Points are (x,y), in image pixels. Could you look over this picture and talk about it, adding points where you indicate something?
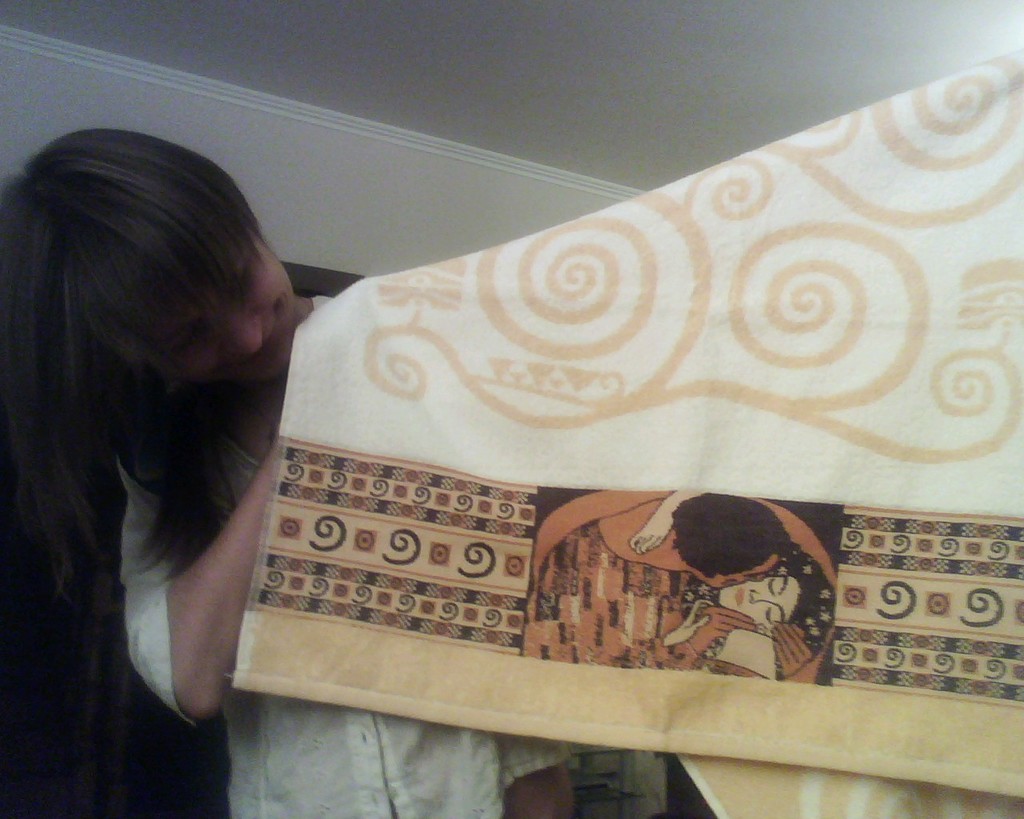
In this picture we can see a person (213,361), roof (685,44) and a cloth (622,314).
